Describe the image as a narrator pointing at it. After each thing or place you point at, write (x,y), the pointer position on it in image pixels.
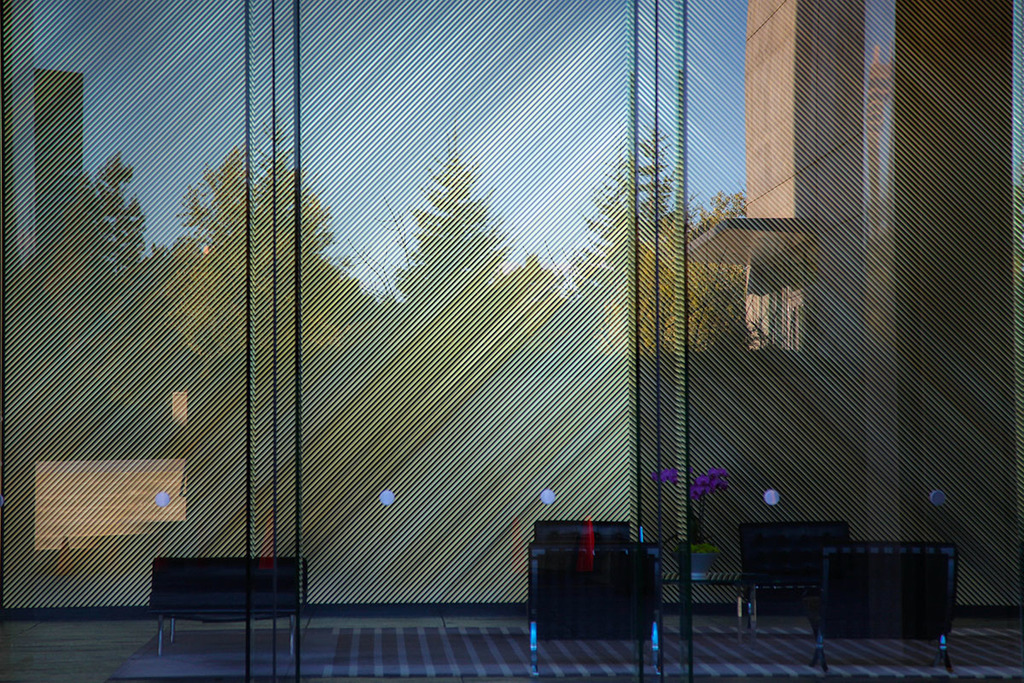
In this image there is a table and there are chairs (592,590) beside it. Behind the table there is a glass wall (523,353). Outside the wall (414,276) there are trees (556,306) and buildings (872,181). At the top (344,93) there is the sky (367,94).
